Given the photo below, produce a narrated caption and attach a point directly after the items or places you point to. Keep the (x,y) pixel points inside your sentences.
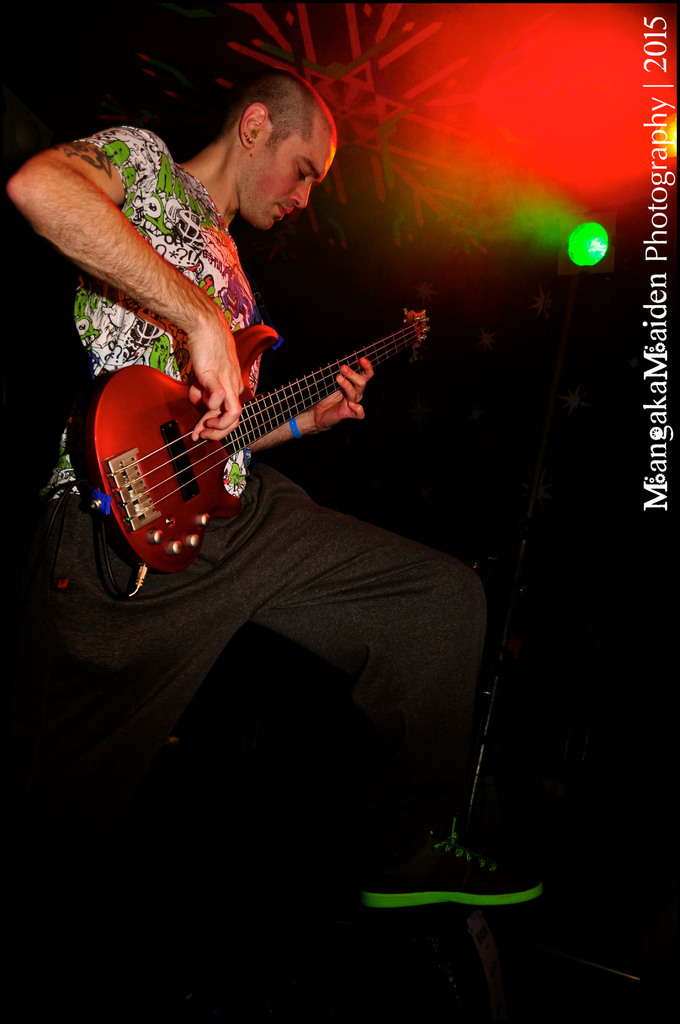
In a picture there is only one man (350,644) standing wearing pants (241,547) and green white t-shirt (193,196) and in his hand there is a guitar (177,459) and he is wearing shoes (439,887).
